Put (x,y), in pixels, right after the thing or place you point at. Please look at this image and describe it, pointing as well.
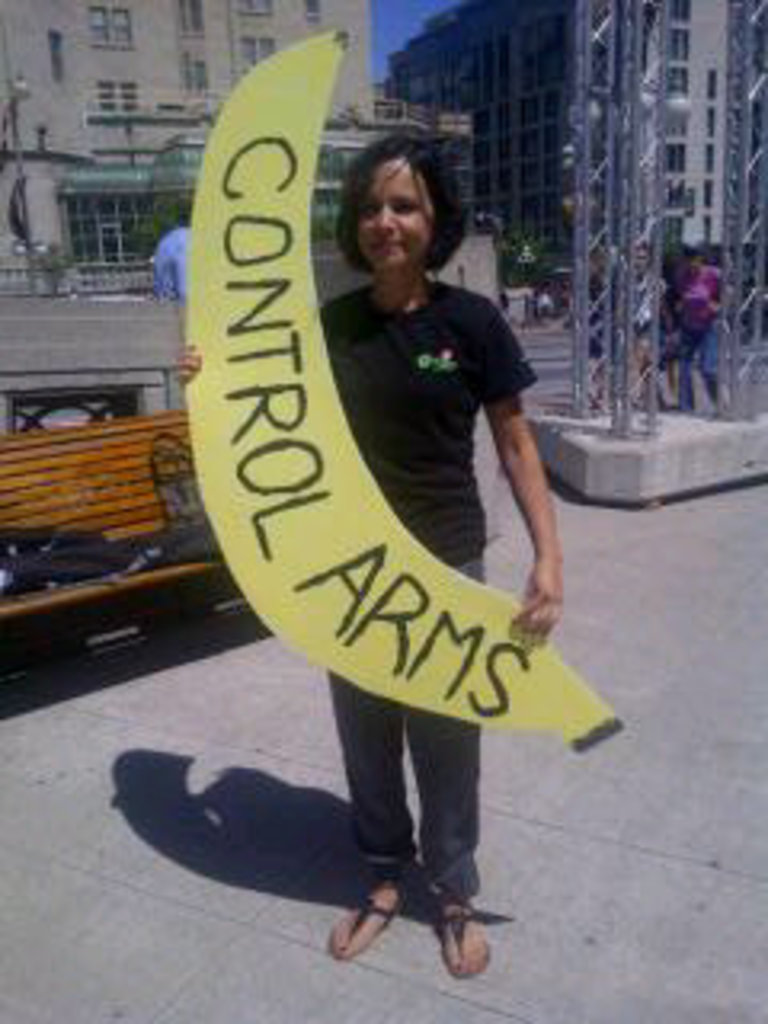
As we can see in the image in the front (374,444) there is a woman (383,480) wearing black color t shirt (397,390) and holding a banner (325,548). There is bench (124,503), few people (180,261) here and there and building (185,36).
